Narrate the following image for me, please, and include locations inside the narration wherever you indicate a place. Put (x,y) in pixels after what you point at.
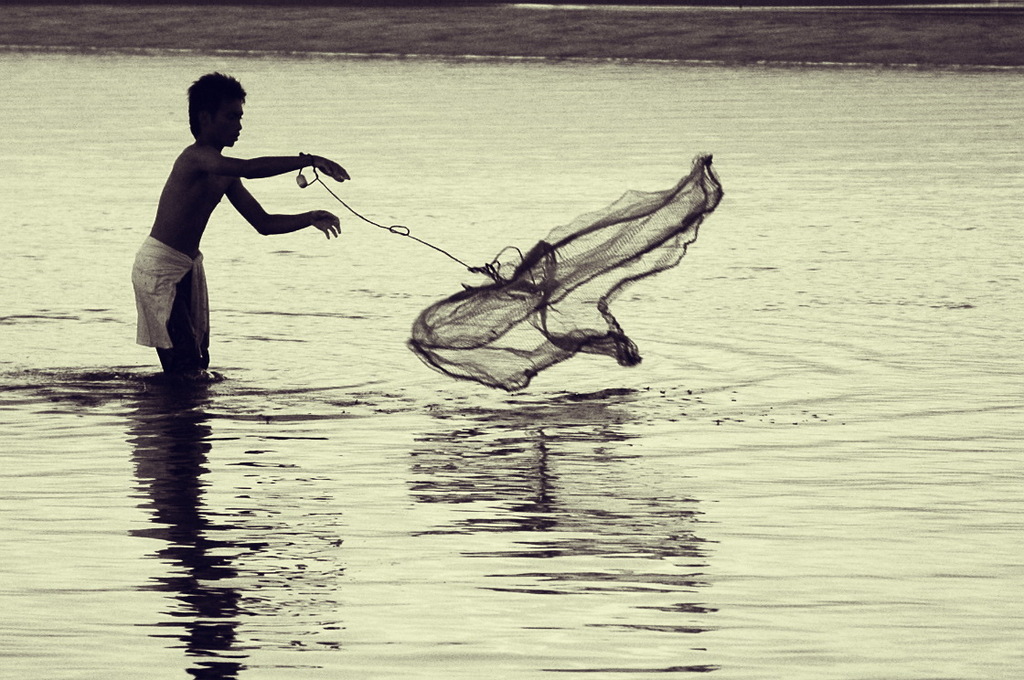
In this picture we can see a boy (161,365) standing in water (415,423) and holding a fishing net (682,190) with his hand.
